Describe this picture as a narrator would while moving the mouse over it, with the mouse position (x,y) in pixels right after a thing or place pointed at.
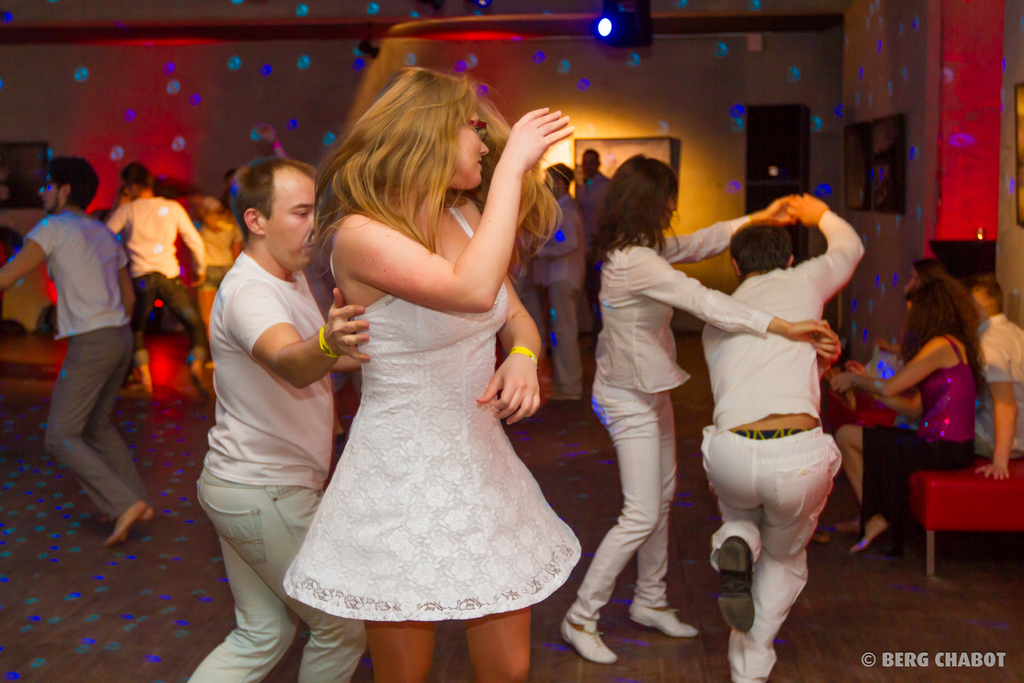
In the image in the center (479,321) we can see few people (274,266) were dancing. On the right side (989,661) we can see few people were sitting and there is a watermark (947,662). In the background (781,63) there is a wall (779,81), roof (525,15), light (623,8) and few other objects (624,145).
